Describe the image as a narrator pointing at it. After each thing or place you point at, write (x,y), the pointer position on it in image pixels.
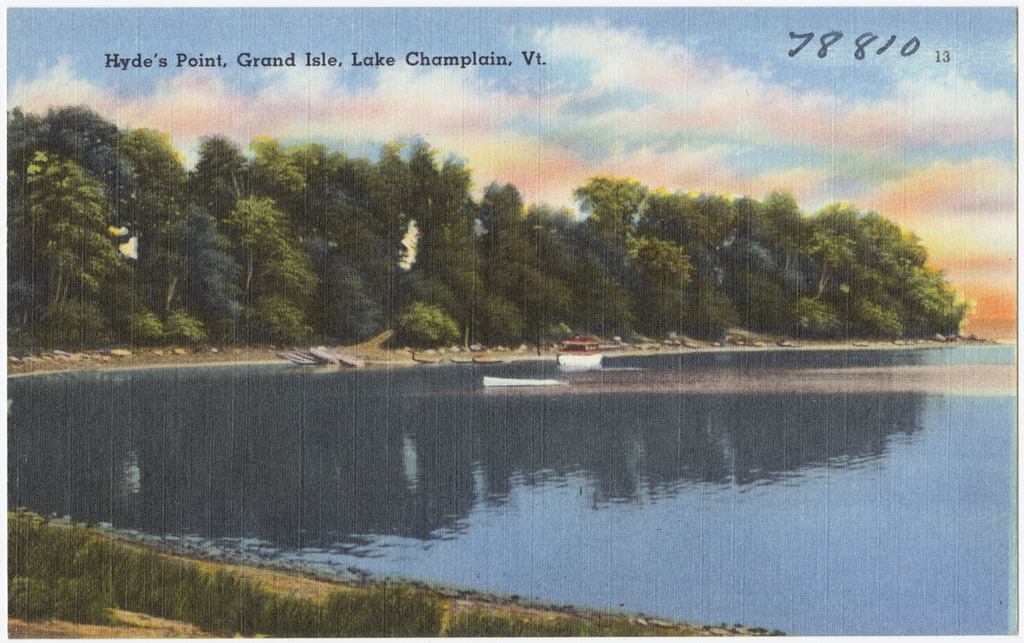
In this image I can see the lake (463,461) and I can see trees (624,249) and the sky (700,109) and text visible at the top (623,79).
